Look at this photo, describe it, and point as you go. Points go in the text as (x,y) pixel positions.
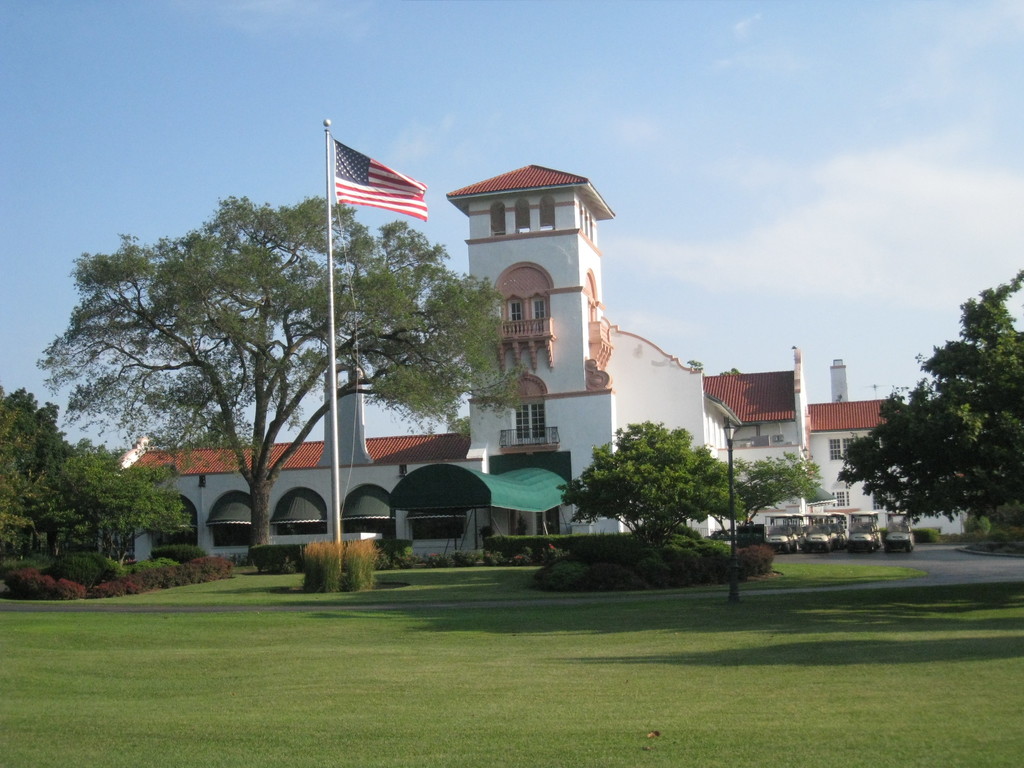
In this image we can see the building (444,508), trees (693,458), plants (740,560), grass (574,656), light pole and also the flag (377,168). We can also see the vehicles (830,529). In the background (565,170) we can see the sky (780,318) with some clouds (870,182).
